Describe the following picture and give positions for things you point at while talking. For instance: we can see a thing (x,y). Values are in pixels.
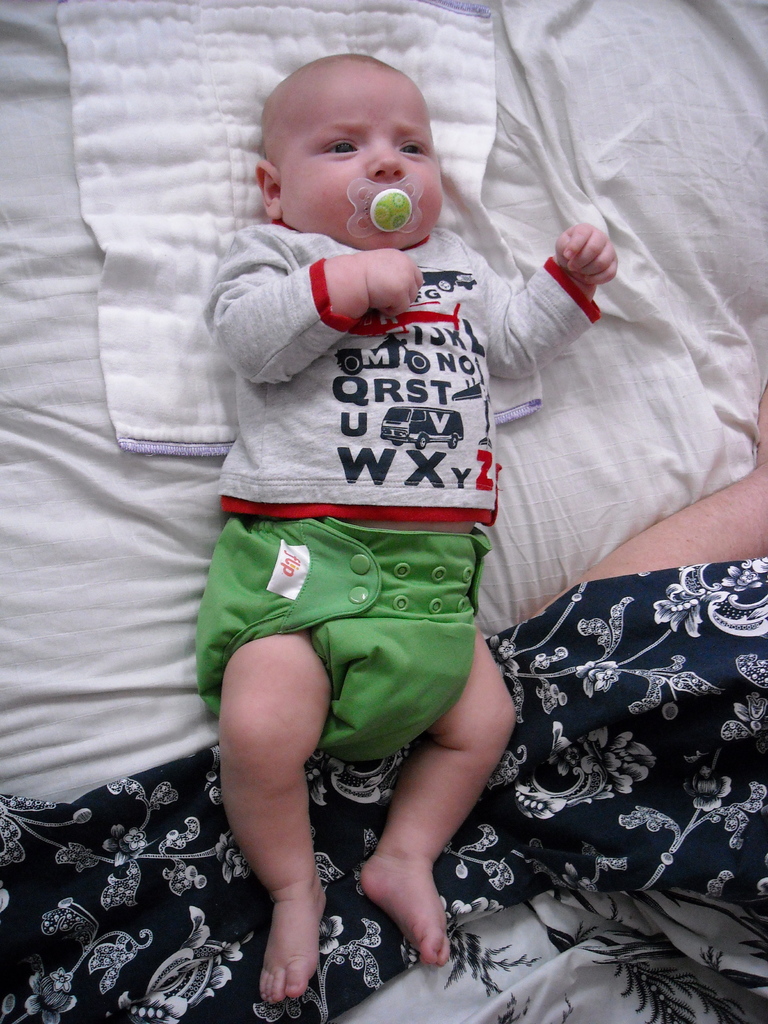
In this picture we can see a baby (302,738) lying. There is a pacifier (375,193), clothes (636,615) and a hand (749,495) of a person (759,498).
